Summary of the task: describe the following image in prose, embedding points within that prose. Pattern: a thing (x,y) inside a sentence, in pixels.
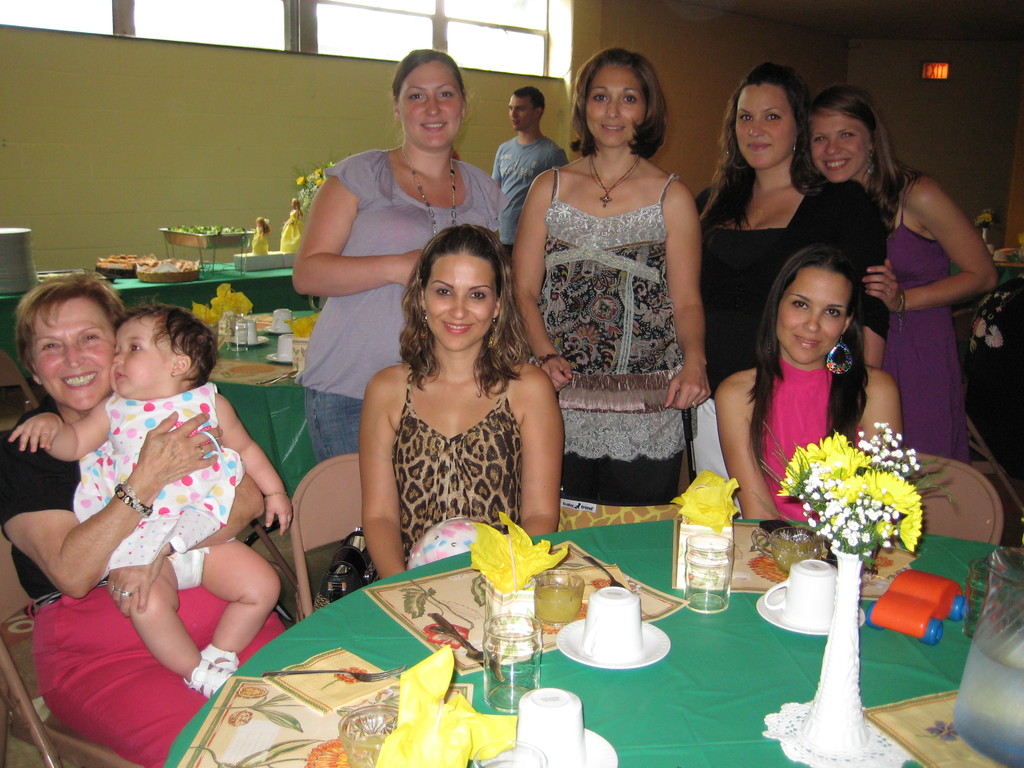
In the picture we can see three women (865,397) are sitting near the table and one woman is holding a child (198,364) and on the table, we can see some cup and saucers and a flower vase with flowers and some things (691,512) are placed and behind them, we can see four other women (334,367) are also standing and they are also smiling and far away from them, we can see a man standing near the wall (54,186) and near to him we can see a table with some food items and to the wall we can see the part of the window (481,24).
